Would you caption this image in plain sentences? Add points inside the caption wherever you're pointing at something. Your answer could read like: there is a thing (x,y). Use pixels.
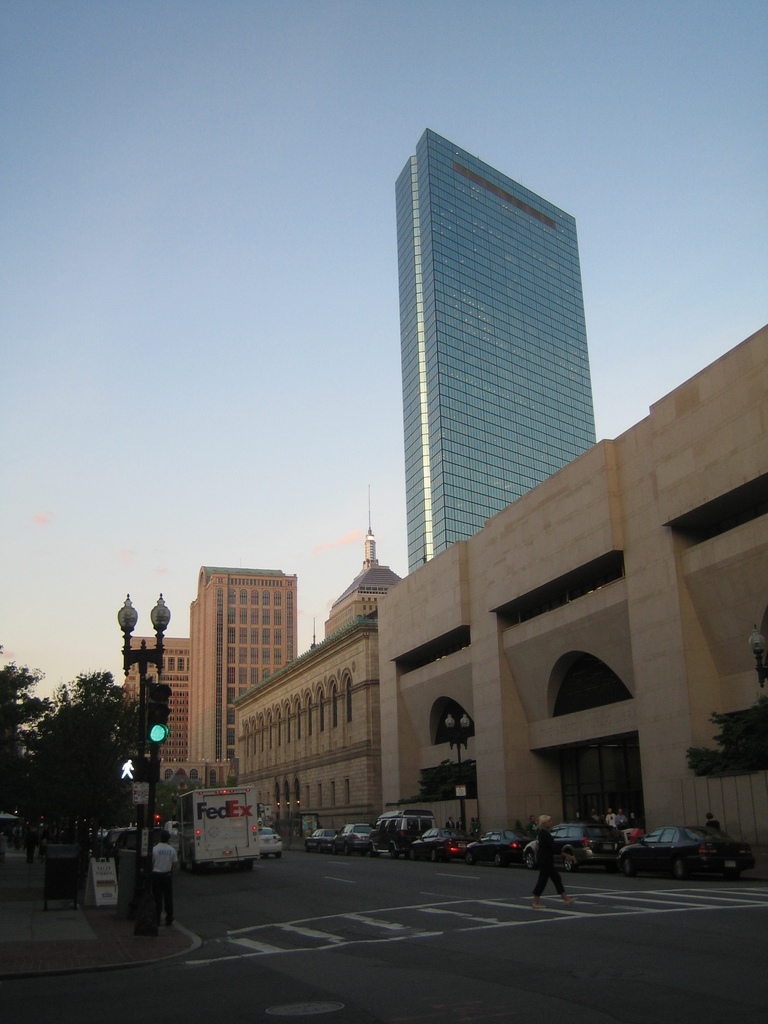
On the right side of the image (561,650) there are buildings (252,591). At the bottom (276,907) there is a road (361,1010) and we can see cars (641,846) and trucks (255,825) on the road (293,884). We can see people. There are trees (81,810), poles (149,909). At the top (345,140) there is sky (253,204).
